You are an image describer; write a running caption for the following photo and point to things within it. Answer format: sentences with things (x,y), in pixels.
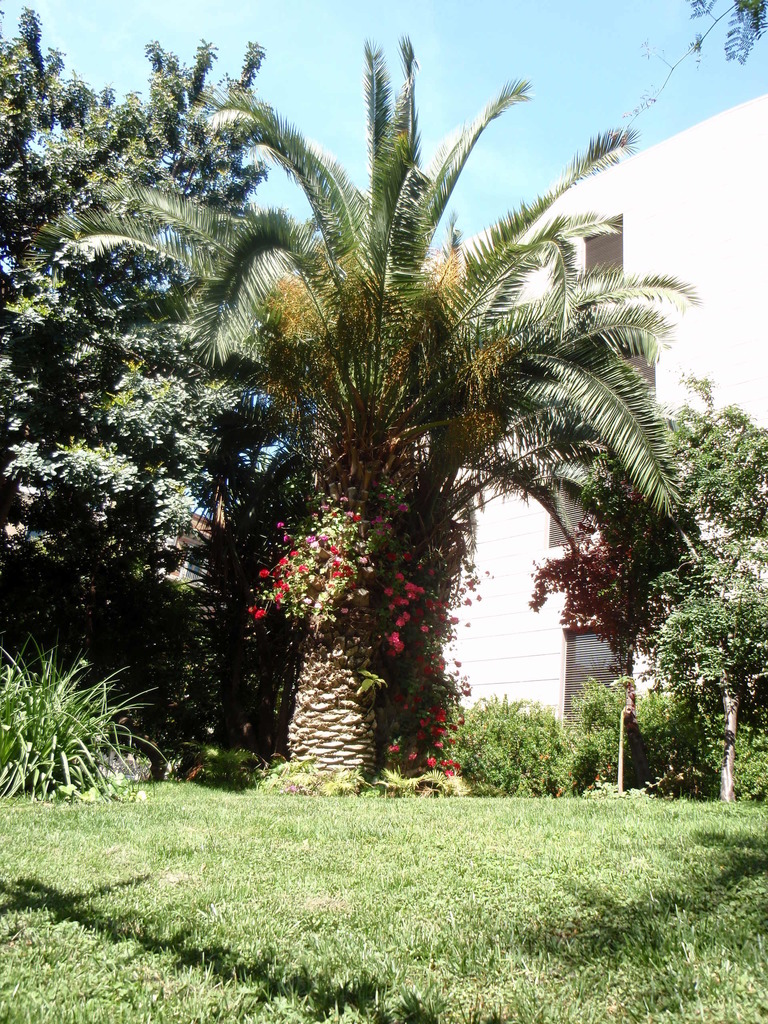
This picture is clicked outside. In the foreground (645,854) we can see the green grass (312,868), plants (713,737). In the center (312,485) we can see the trees (388,372) and a building (713,309). In the background (591,14) we can see the sky (446,27).
